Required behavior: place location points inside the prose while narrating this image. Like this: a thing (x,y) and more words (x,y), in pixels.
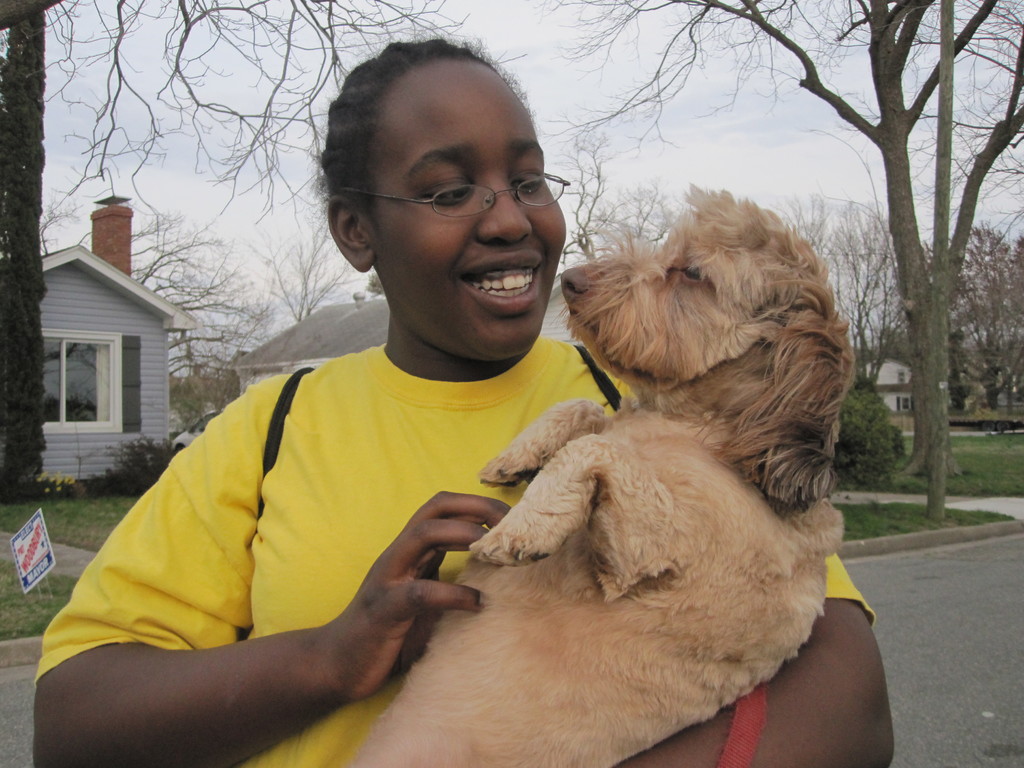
In this picture we can see a woman (258,638), she is carrying a dog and in the background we can see buildings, trees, sky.
